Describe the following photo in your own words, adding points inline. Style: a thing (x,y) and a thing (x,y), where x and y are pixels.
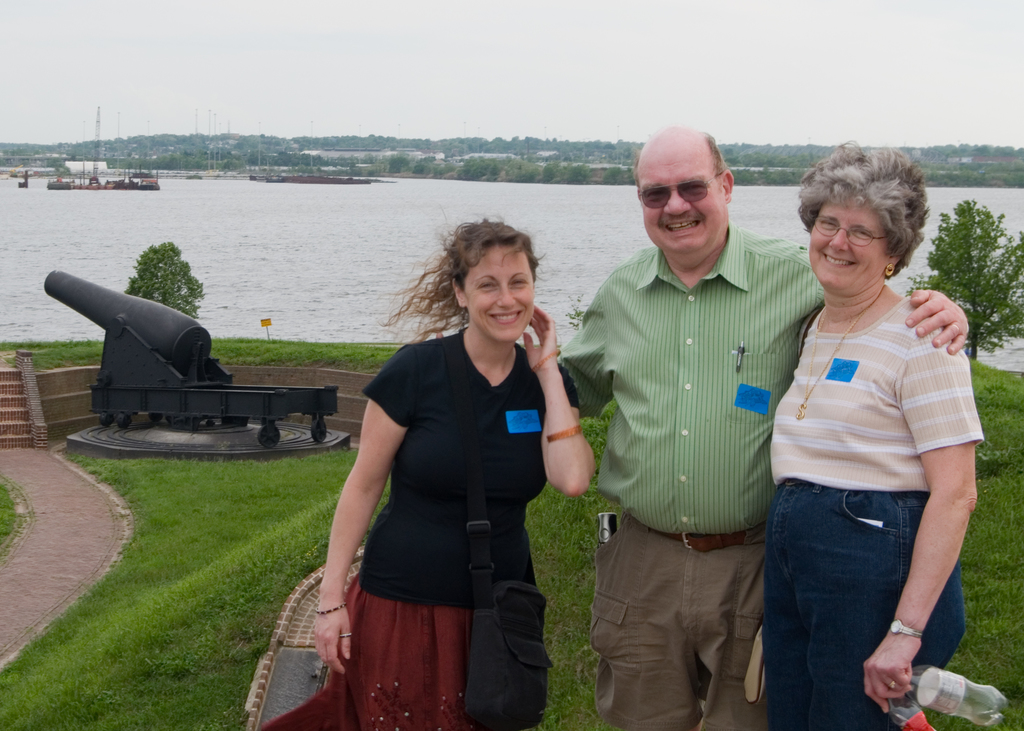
In the foreground (715,297) we have three persons (461,316), two ladies (527,432) and one men (717,352). Three of them wearing same type of badge (529,421) which is in blue color. On the left side (332,642) lady (495,252) carrying bag (473,694) and the right side (912,688) lady (885,708) is carrying bottles (981,691). On the left side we have cannon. In the middle of image (586,259) we have water body (253,243) and some boats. On top of the image (573,66) we have sky (547,97) and some trees (525,163) which are in green. On the left side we have a tree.
